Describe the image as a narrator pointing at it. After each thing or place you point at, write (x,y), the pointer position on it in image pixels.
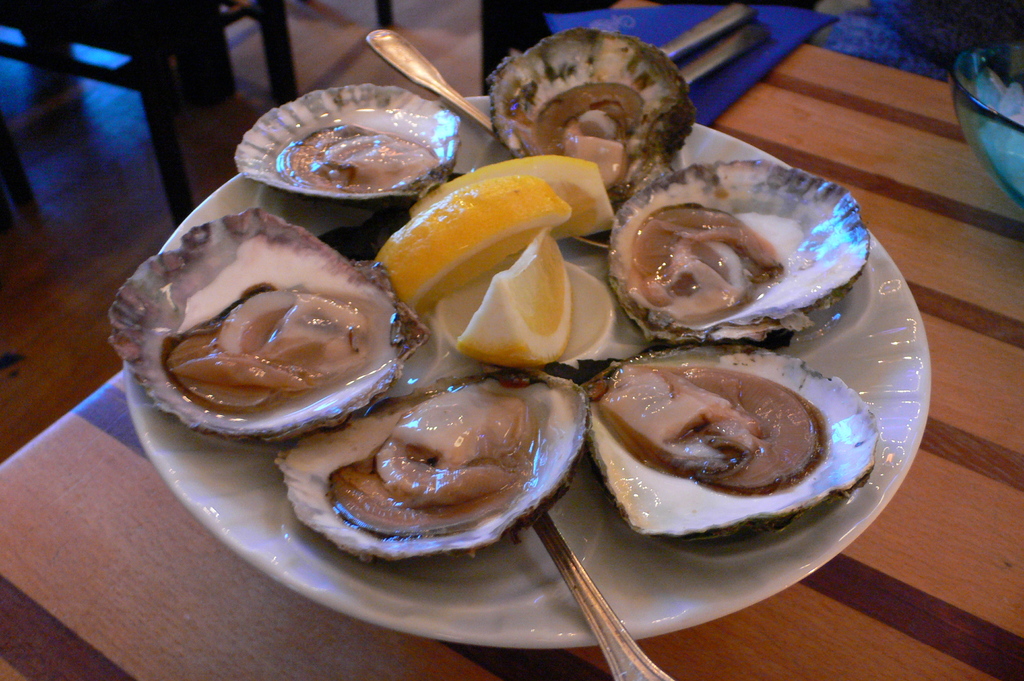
In the foreground of this image (520,379), there are some food (349,355) in the shells (817,256) on a platter (661,591). We can also see two spoons (462,111) and lemons (546,232) on the platter (568,252) which is placed on the table (926,588). On the right (1010,123), there is a bowl (1005,140) and few blue objects (673,29). On the left top (162,23), there are chairs (193,92).
